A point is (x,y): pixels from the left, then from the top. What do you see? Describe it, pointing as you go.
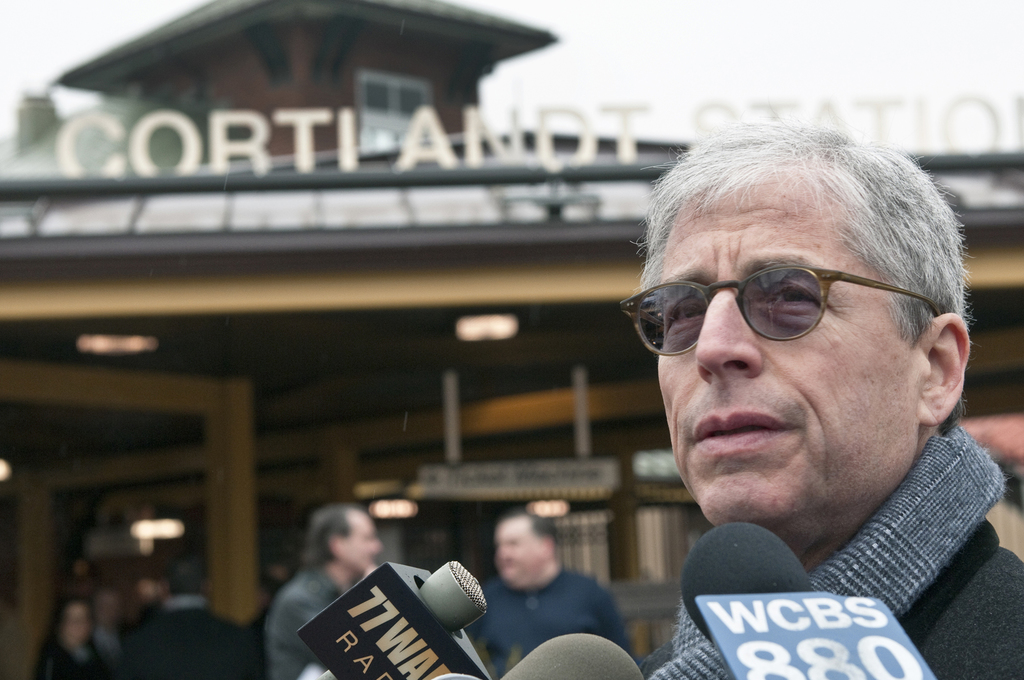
In this image we can see group of persons (180,652). At the bottom of the image (786,639) we can see some microphones (729,673). In the center of the image (373,237) we can see a building (440,237) with some lights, window (367,124), poles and a sign board (494,139) with some text (1019,138). In the background (653,53), we can see the sky (757,38).
